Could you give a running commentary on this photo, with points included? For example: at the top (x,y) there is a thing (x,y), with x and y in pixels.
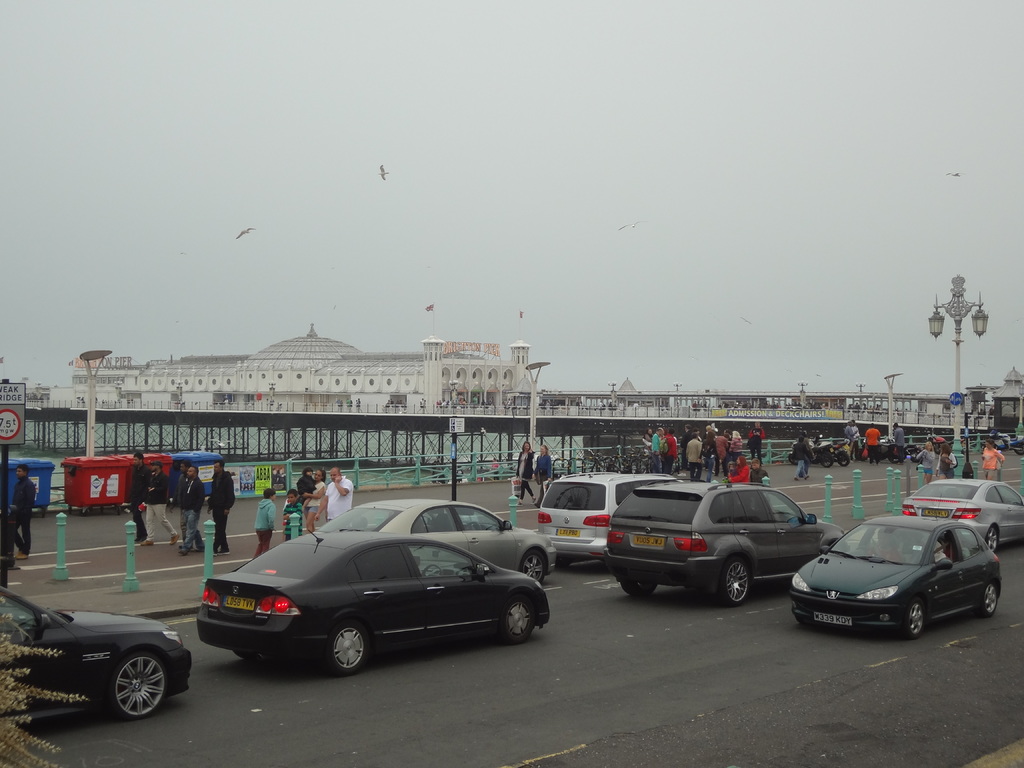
In this image we can see a few vehicles (492,613) on the road (621,620), there are some people (220,489), lights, poles (536,412), boards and some other objects (124,494) on the ground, also we can see a building (322,389), there are some birds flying and in the background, we can see the sky (922,293).
